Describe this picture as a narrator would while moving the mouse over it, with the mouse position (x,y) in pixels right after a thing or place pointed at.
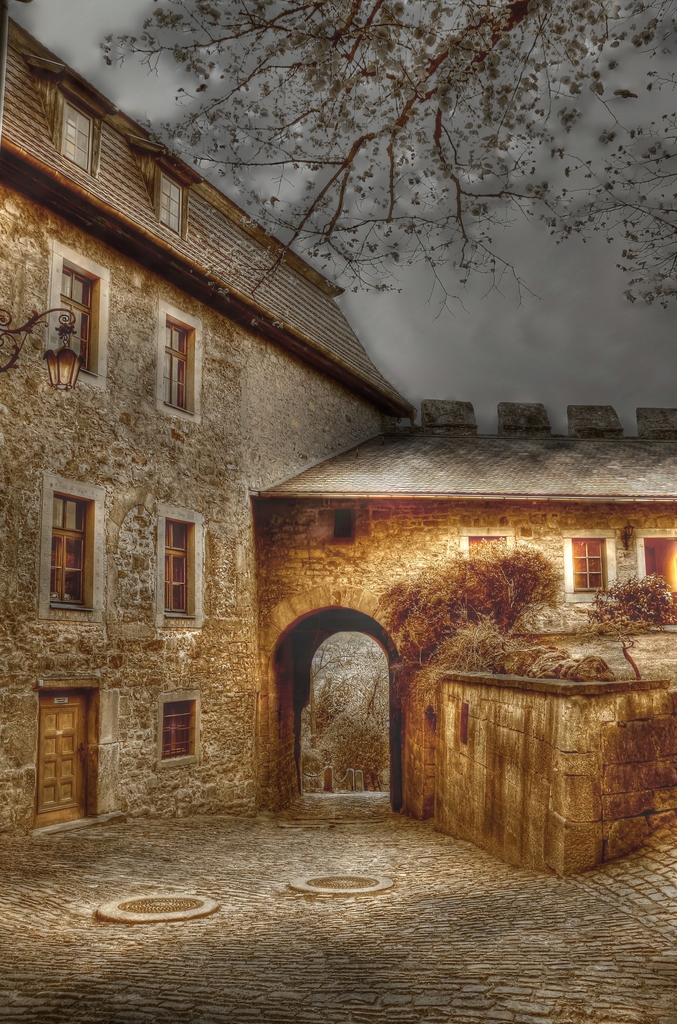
This picture looks like a painting and I can see building (280,557) and I can see trees (507,96) and plants (488,641) and a light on the wall (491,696) of the building (25,516).
